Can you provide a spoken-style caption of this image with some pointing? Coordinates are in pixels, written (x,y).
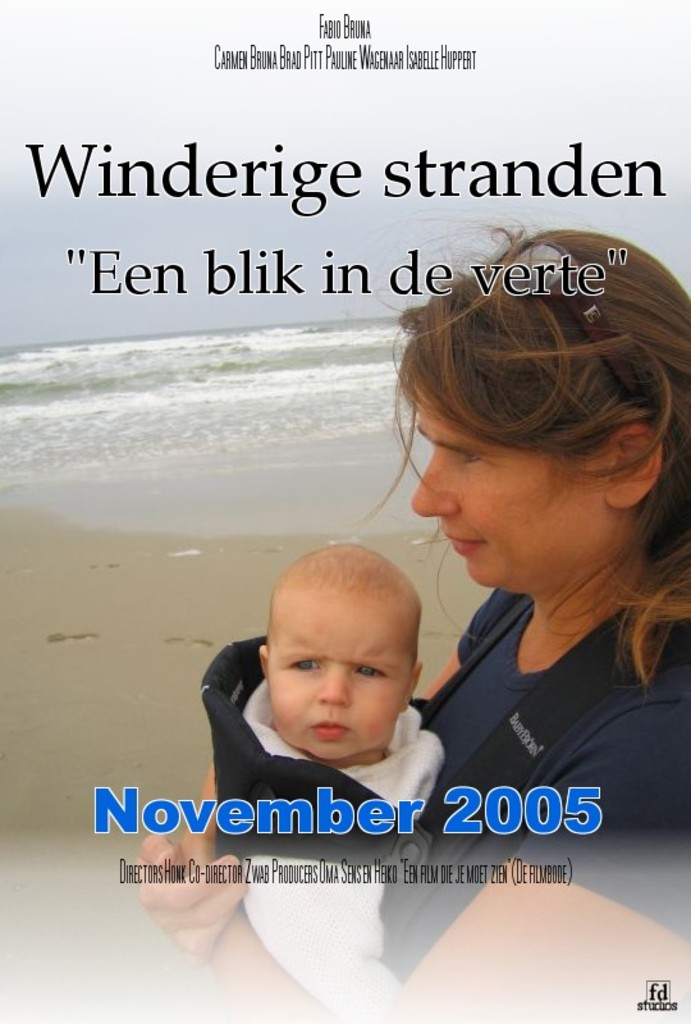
This image consists of a poster (407,819) in which there is a woman (535,619) holding a child (360,962). In the background (122,503), there is a beach (118,541). At the bottom (90,702), there is sand (62,718).
